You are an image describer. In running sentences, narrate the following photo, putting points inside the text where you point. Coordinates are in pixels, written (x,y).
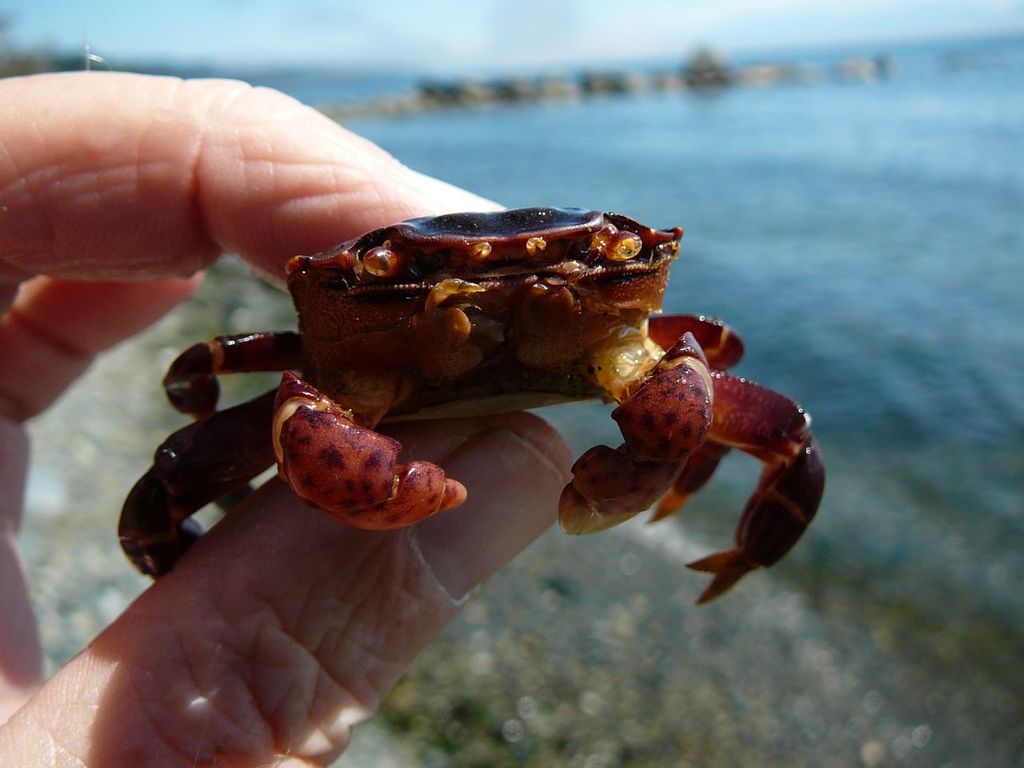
In this picture we can see a person (244,543) holding a crab (236,500) and in the background (173,341) we can see it is blurry.
